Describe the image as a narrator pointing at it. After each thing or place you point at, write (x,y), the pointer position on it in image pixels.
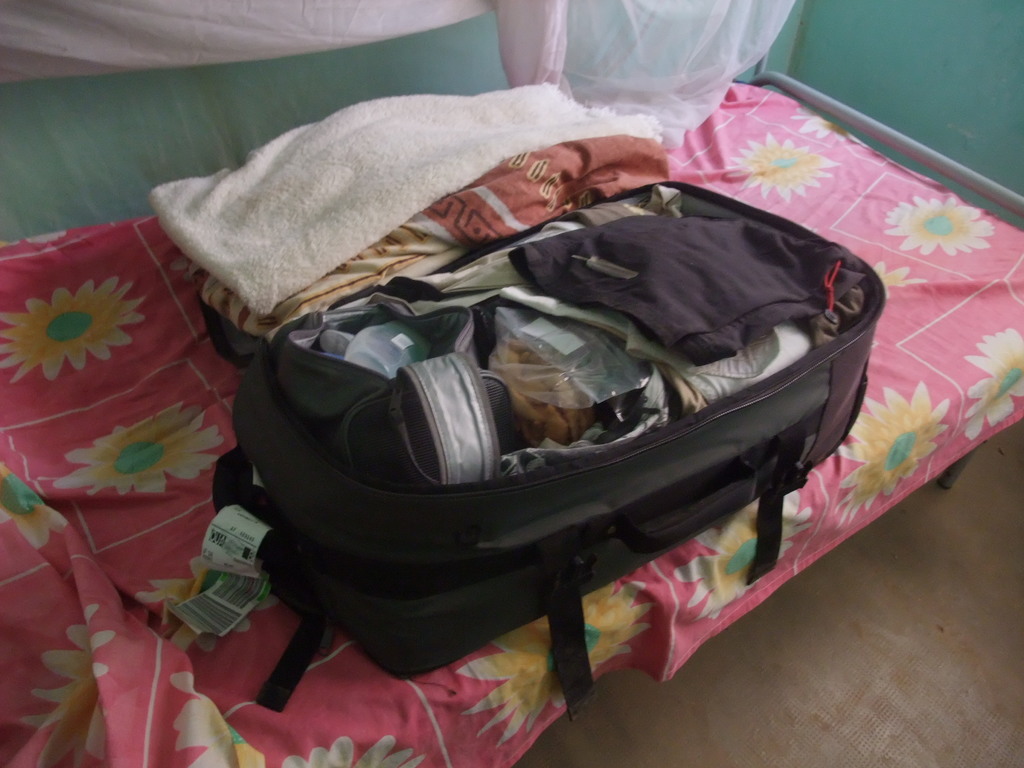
The picture is taken inside a room (830,627). There is a bed (942,314) and a colorful bed sheet (935,187) is spread on it. There is a luggage bag (814,378) on the bed (972,171) and there are clothes (490,280) in it. There are tags (245,526) to the bag (314,444) and it has bar code (245,595) on it. In the background (100,111) there is wall (932,78).
